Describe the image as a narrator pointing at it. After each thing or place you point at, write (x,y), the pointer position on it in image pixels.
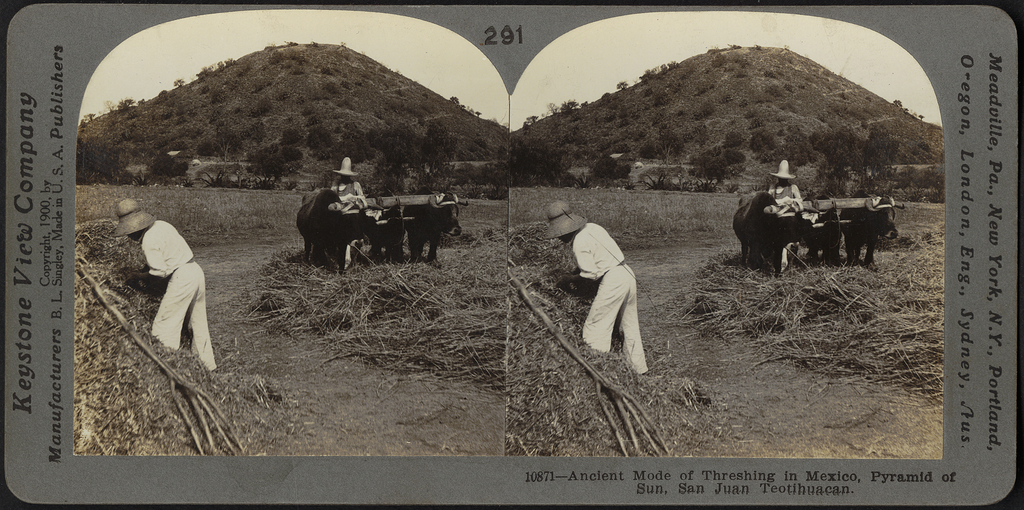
This picture shows a collage of couple of pictures. We see hill (495,154) with trees (511,171) and we see couple of buffalo (783,216) and a human (791,192) with cap (774,173) and we see stalks (873,321) on the ground (770,382) another human (583,233) with a cap (556,224) on the side and we see grass (634,210) on the ground (688,198) and we see text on the left (50,250), right and at the bottom of the picture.
